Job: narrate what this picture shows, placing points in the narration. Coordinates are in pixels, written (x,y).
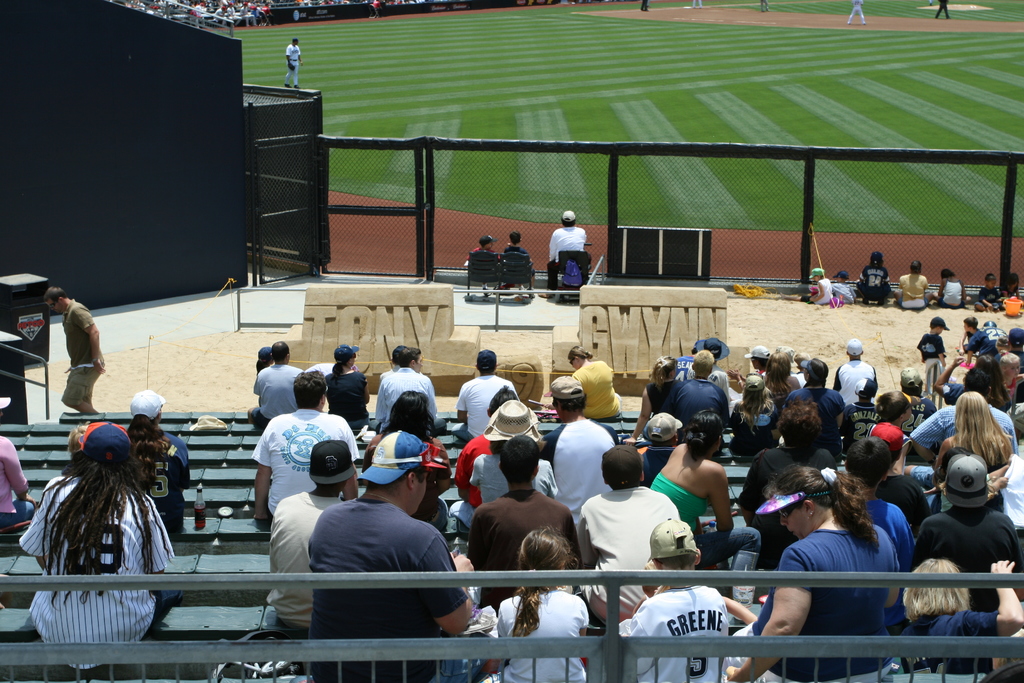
At the bottom of the picture (585,507), we see people (412,665) sitting on the benches (262,569). In the middle of the picture (486,268), we see children (951,302) sitting on the chairs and on the sand (804,310). In front of them, we see a fence (750,187). We see people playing in the ground (403,102). In the background (198,6), we see people (217,6) sitting on the chairs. On the left side (195,125), we see a wall (134,194) in black color. This picture is clicked in the baseball field (943,107).
